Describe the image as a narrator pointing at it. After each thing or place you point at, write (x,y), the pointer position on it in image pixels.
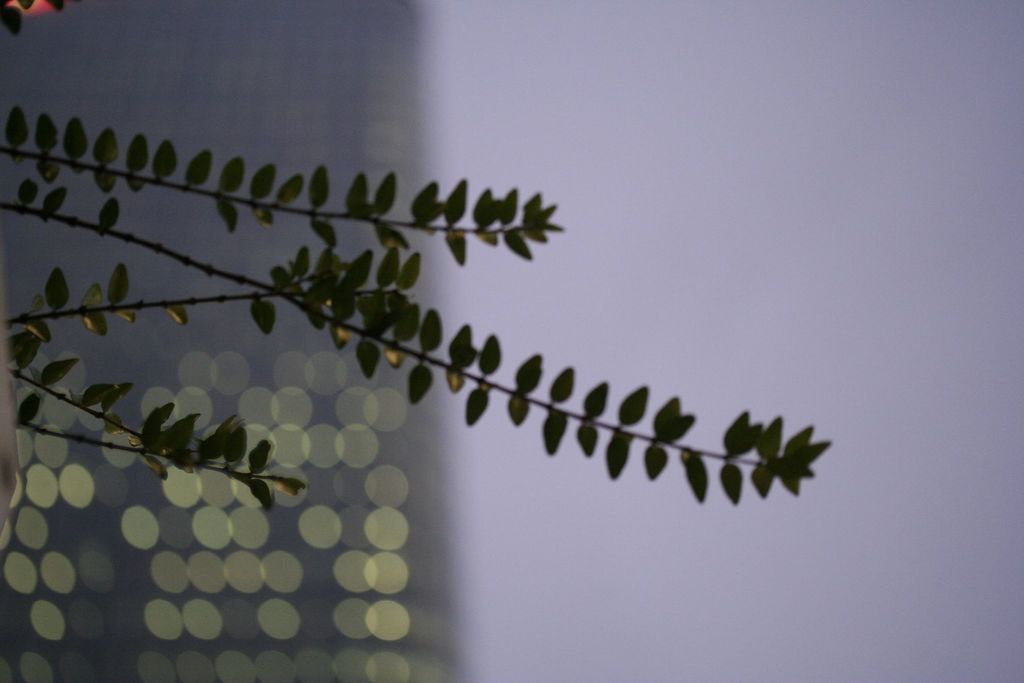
In this image we can see the leaves (289,284) of a tree (274,296).
